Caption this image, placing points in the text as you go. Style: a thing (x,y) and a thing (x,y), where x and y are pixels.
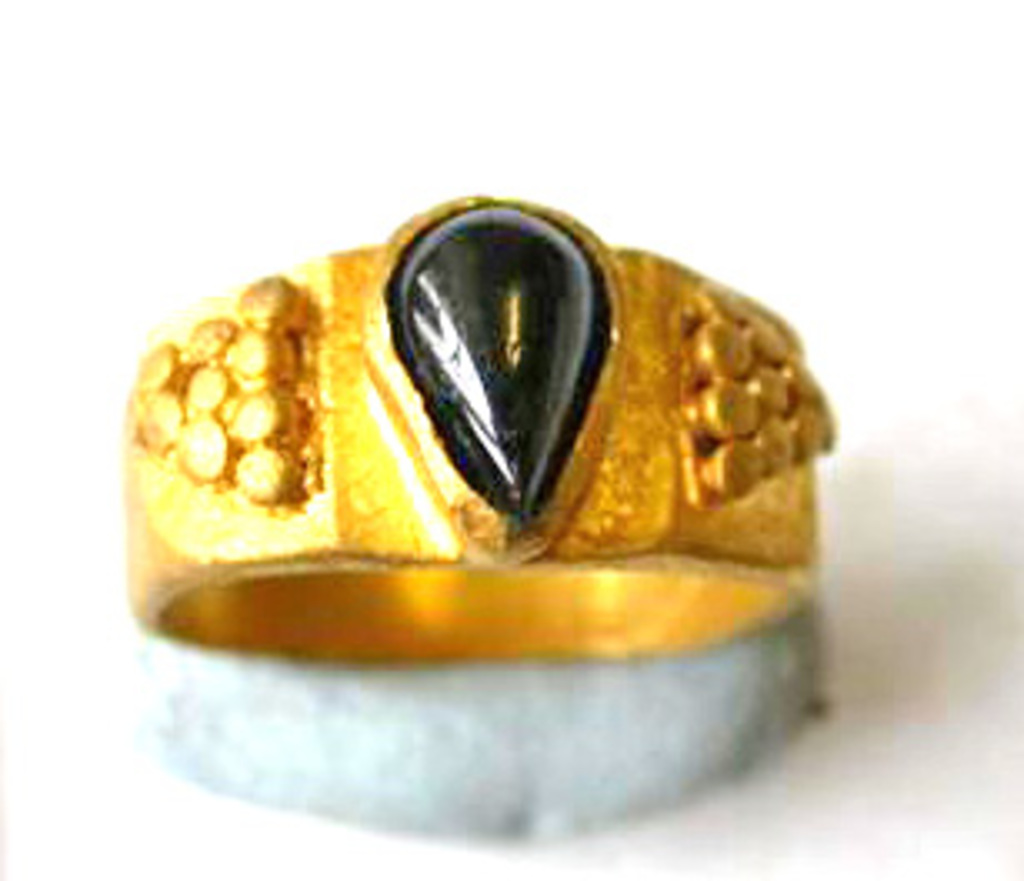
In this image we can see a ring (366,563).
